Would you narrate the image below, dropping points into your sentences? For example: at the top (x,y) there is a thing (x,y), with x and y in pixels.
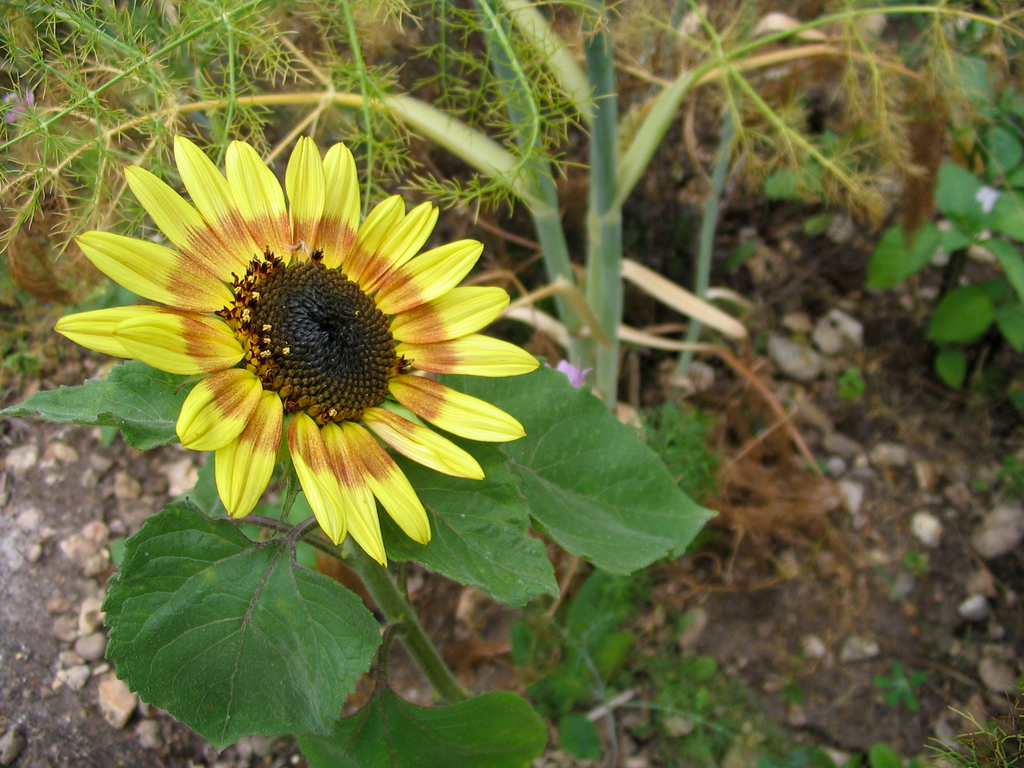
In this picture we can see a flower (266,364) and in the background (573,623) we can see plants (573,623) and some stones (471,599) on the ground (737,594).
